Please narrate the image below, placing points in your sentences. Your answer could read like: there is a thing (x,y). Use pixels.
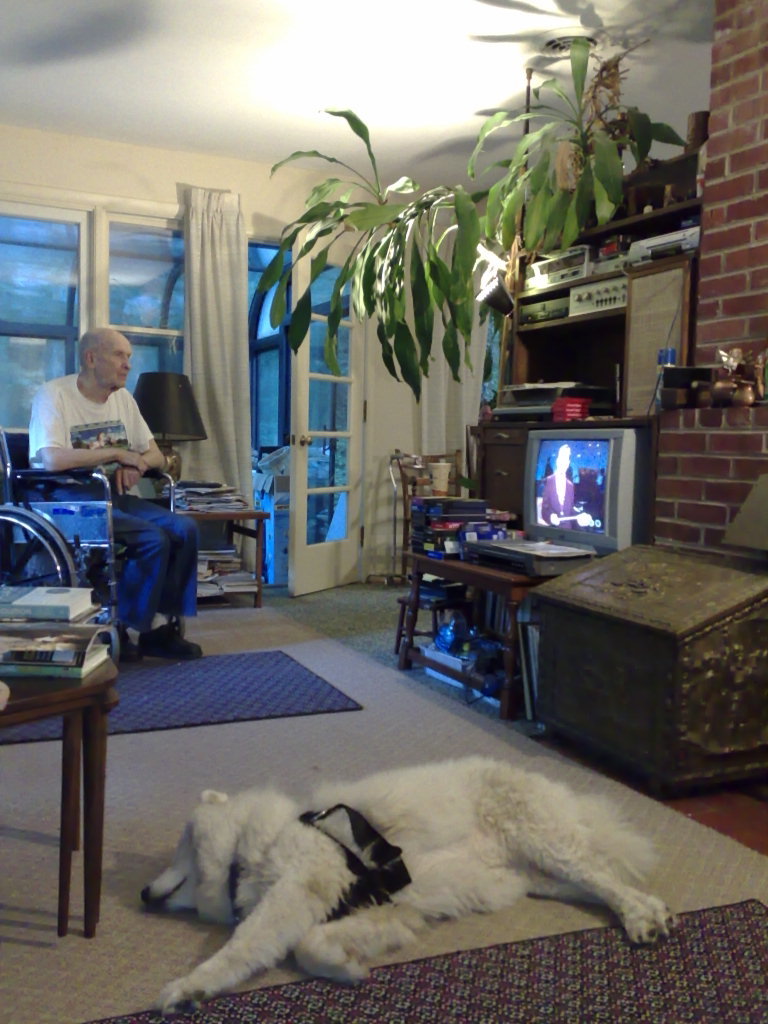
In this picture there is a dog (366,789) lying on the floor (41,893) at the bottom side of the image (291,785) and there are books (64,674) on the table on the left side of the image (69,596) and there is an old man (137,537) who is sitting on the wheel chair (57,507) on the left side of the image (193,549), there is a television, planter (568,153), box (730,628), and other electronics (536,270) on the right side of the image (532,569), there are books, windows (172,319) and a lamp (193,393) in the background area of the image (156,344).
